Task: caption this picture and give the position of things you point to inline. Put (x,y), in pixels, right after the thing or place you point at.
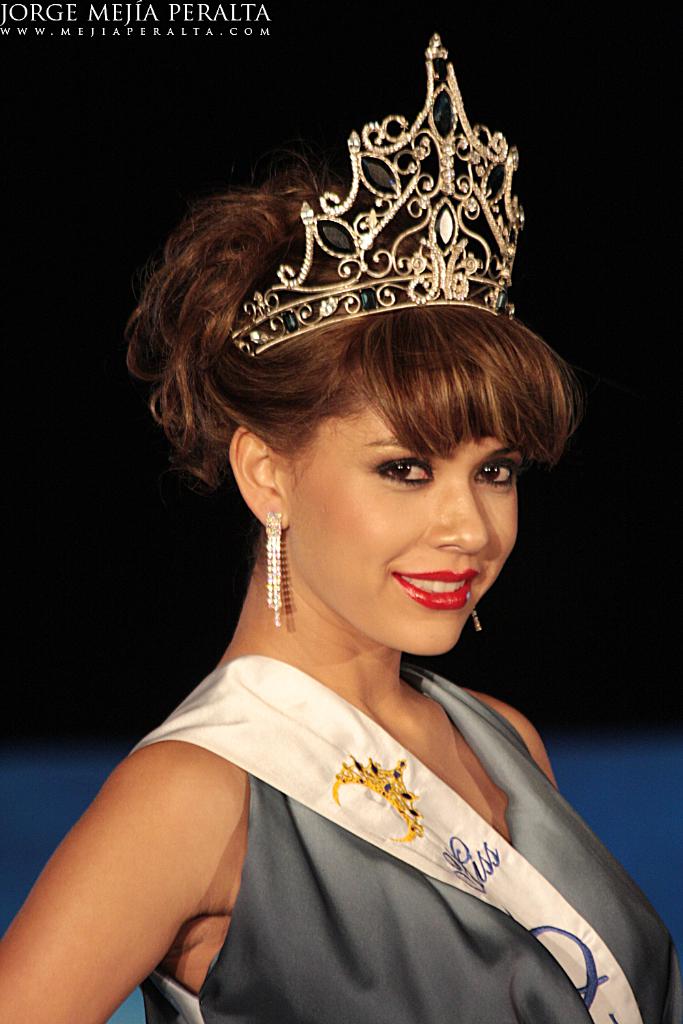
In this image, there is a woman (342,951) in a gray color dress (395,1004), wearing a crown (392,206) and smiling. On the top left (128,13), there is a watermark (261,13). And the background (350,4) is dark in color.
